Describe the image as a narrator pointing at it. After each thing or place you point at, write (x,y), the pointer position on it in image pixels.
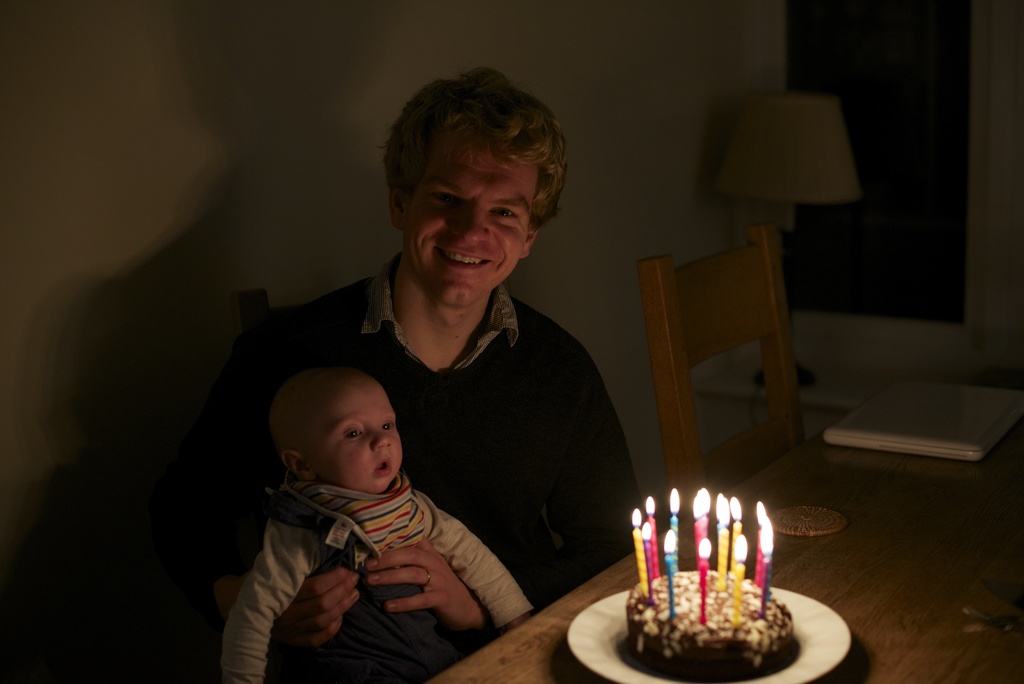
In this image, there is a man (407,365) sitting and smiling and holding a baby (380,494). In the background (699,88), we can see a light (767,142), chair (709,299) and there is a wall (678,119) and we can see a cake (720,612) on the plate (687,676) and there are candles (724,550) which are lighted and a laptop (923,448) are placed on the table (892,664).
